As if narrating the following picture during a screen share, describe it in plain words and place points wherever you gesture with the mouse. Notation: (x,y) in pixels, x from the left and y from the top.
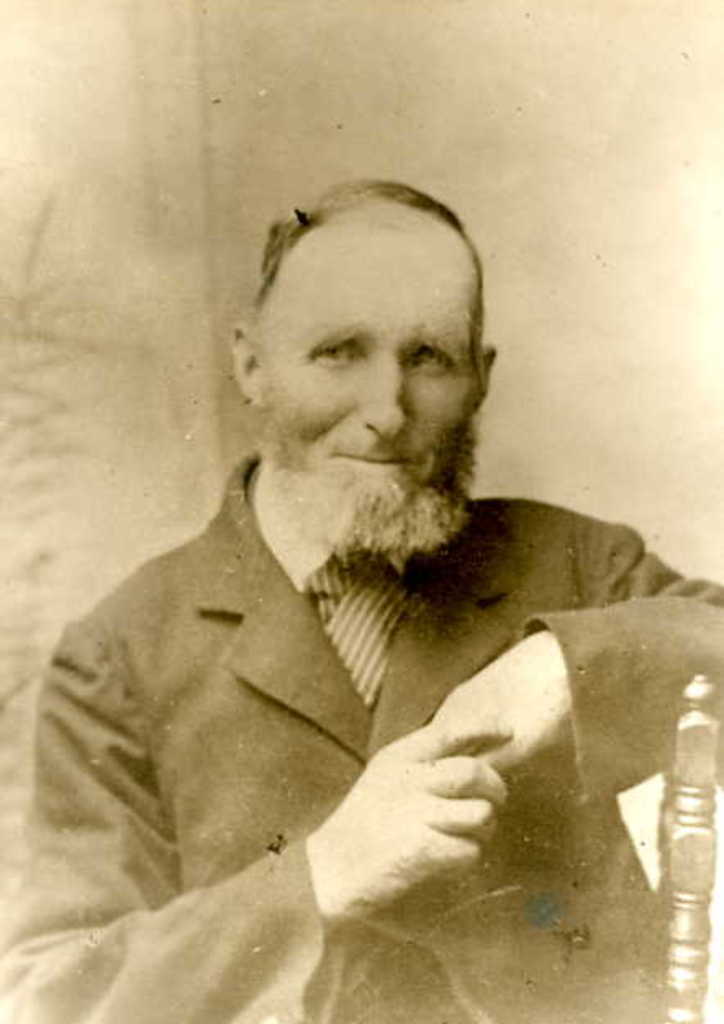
In this image I can see the person (400,288) and the image is in black and white.
